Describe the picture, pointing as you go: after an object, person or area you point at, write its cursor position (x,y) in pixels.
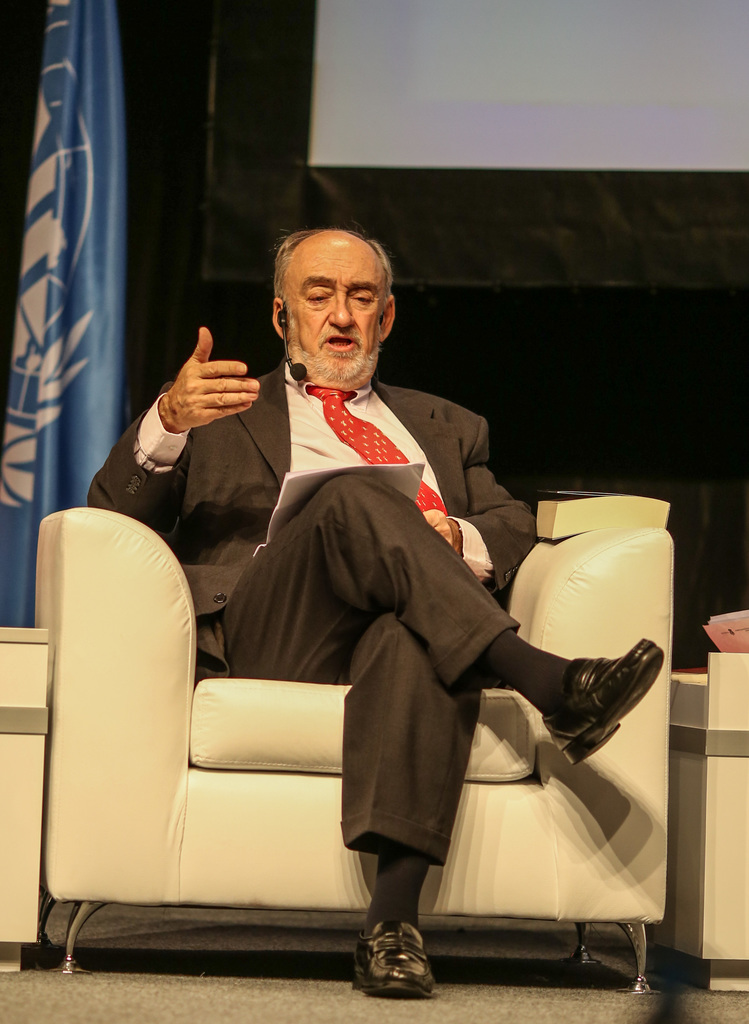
In this image I can see a man (250,524) wearing suit (230,476), sitting on the chair (316,752) and holding a paper (403,490) in his hand (437,513) and looking into that. He's wearing a microphone (302,369) and speaking. On the left side of the image (89,234) there is a blue color flag (89,243). On the top right side of the image (503,98) there is a screen (415,49).
